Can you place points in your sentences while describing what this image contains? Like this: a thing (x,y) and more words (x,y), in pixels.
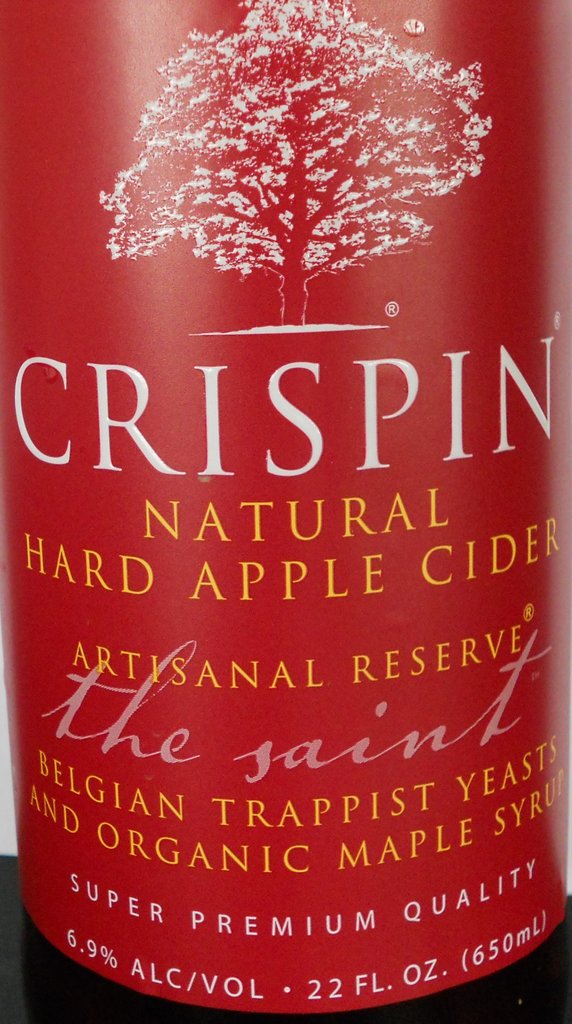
In this picture we can see a poster (445,173) with some information (133,744) and there is a depiction (379,250) of a tree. At the bottom portion of the picture (480,1010) we can see black surface (14,1002).
